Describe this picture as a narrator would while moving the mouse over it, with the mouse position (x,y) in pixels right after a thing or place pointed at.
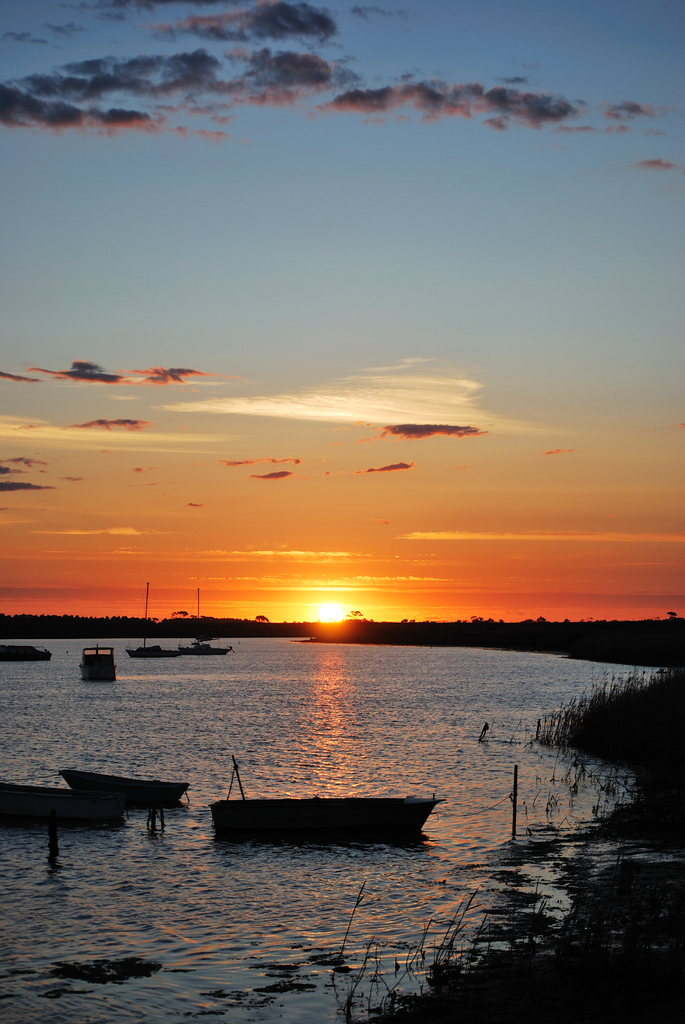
In this image there is a river (331,737) at the bottom (257,731). In the river (279,776) there are so many boats (358,822). At the top (341,253) there is the sky (396,257). On the right side (612,737) there is grass (610,731). There is a sun (339,616) on the horizon (394,626).
